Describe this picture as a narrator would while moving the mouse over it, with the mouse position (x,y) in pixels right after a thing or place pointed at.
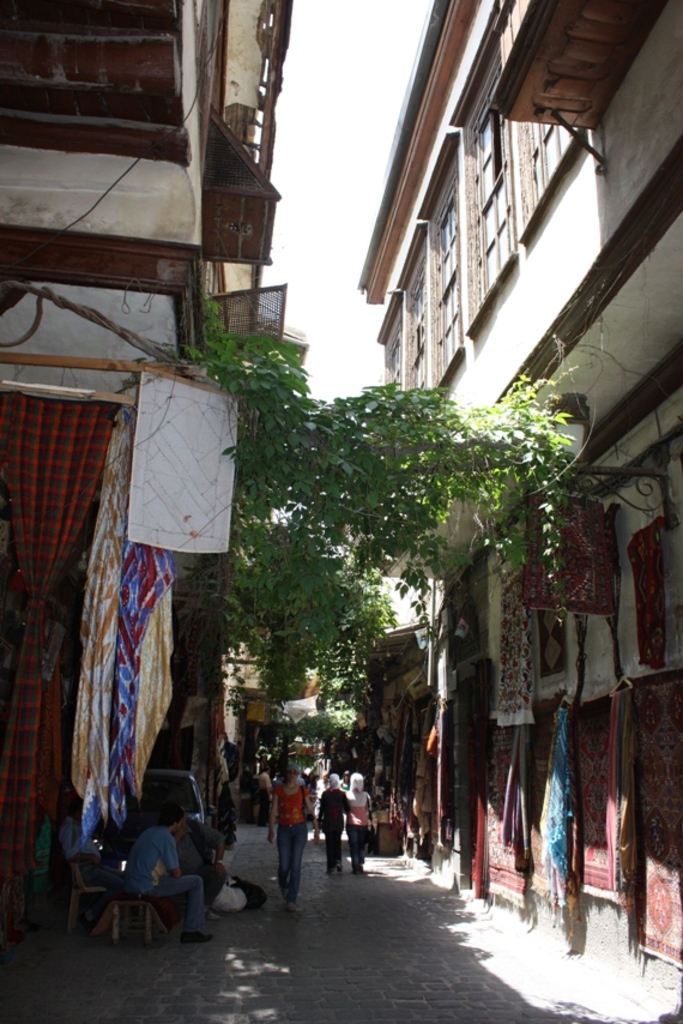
In this picture we can see a group of people (98,878) where some are sitting on chairs (74,881) and some are walking on the road (384,1004), buildings (100,225) with windows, trees (292,617) and in the background (343,62) we can see the sky (354,122).
